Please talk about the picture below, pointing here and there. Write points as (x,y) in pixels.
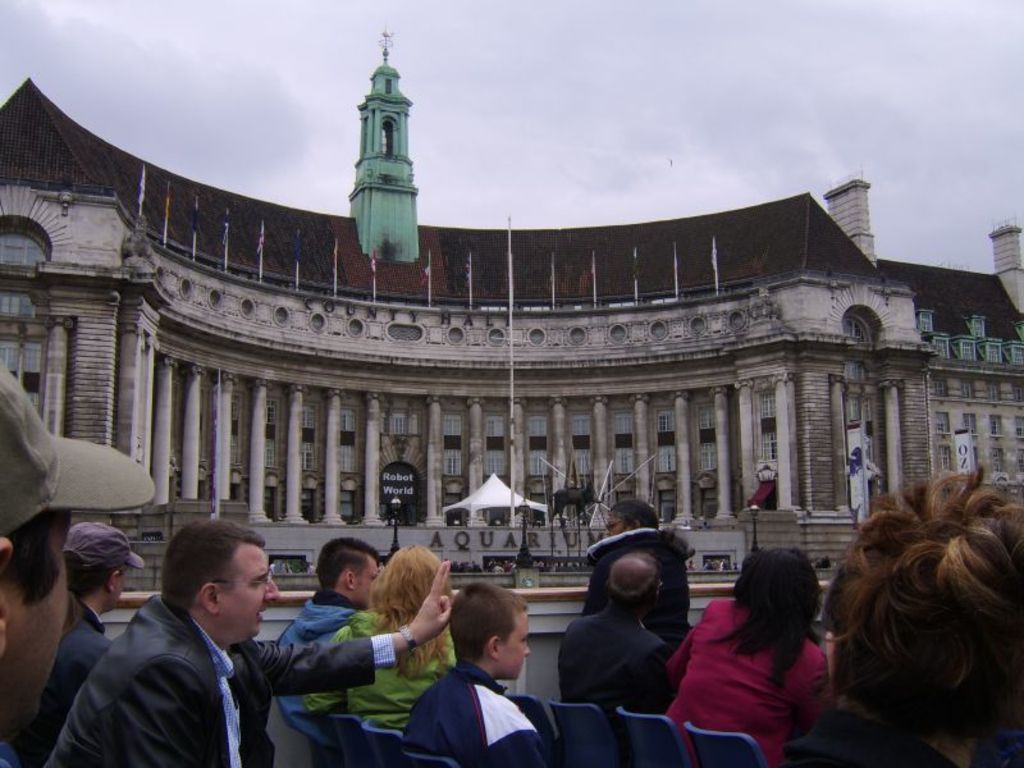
In this image there are many people (340,682) sitting on the chairs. Behind them there is a building (308,337). In front of the building (760,337) there are boards (410,493) and a tent (503,483). On the walls (587,530) of the building (575,530) there is text (483,540). At the top (501,44) there is the sky (510,52).
